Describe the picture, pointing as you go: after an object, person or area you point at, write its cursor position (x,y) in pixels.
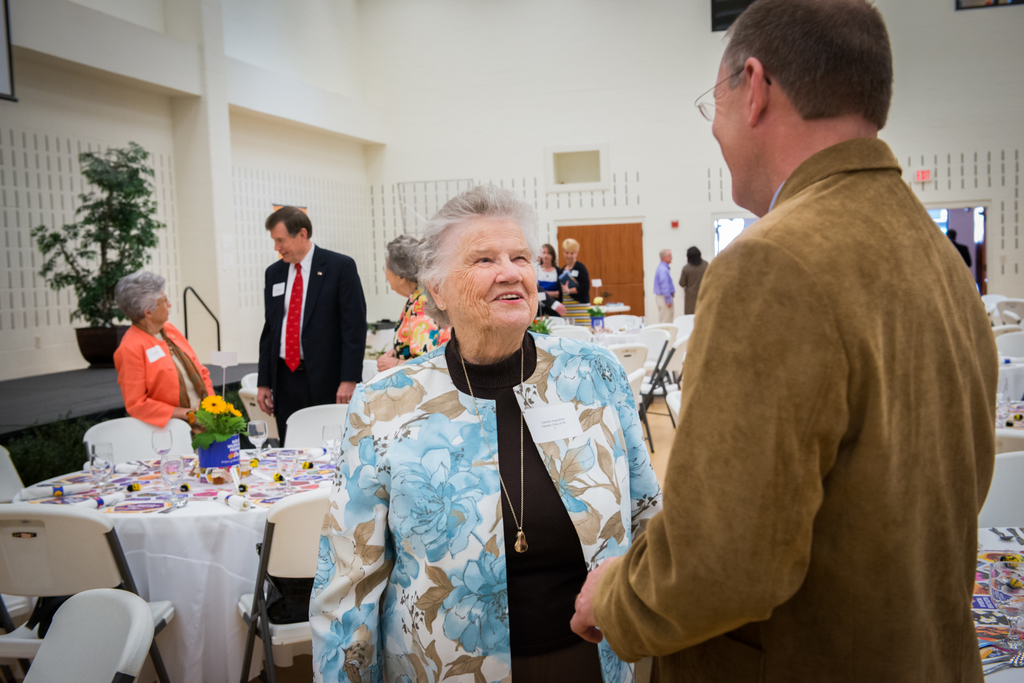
In the image we can see there are people (352,289) who are standing, the people (709,311) who are looking at each other and beside that there is a plant (105,210) in a pot (100,356) and there is a table (221,511) on which there is a sunflower (217,411). There are chairs (285,565) around the table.
